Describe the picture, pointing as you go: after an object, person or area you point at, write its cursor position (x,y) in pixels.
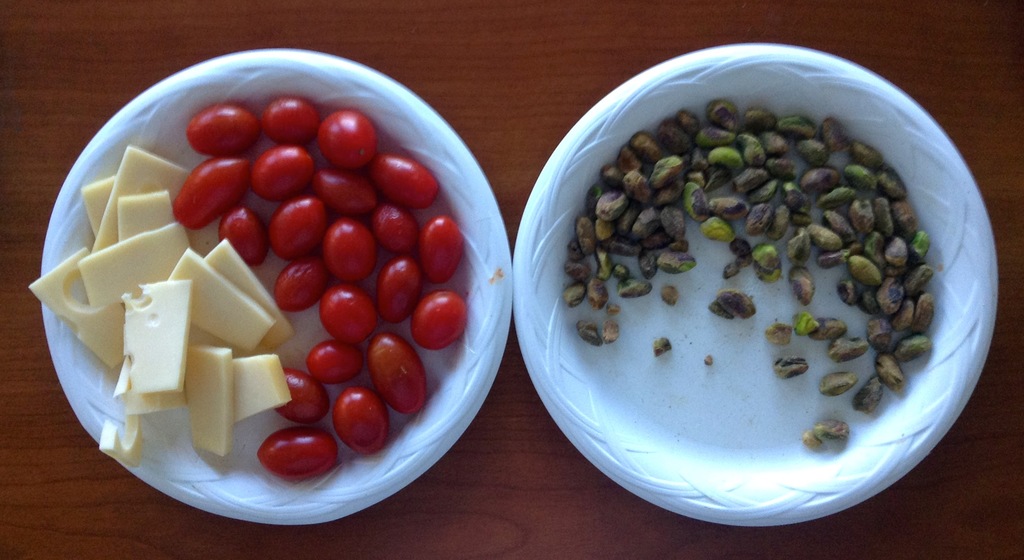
In this image, we can see two white color plates (726,504), in that plates (188,168) there are some food items (236,241) kept.
